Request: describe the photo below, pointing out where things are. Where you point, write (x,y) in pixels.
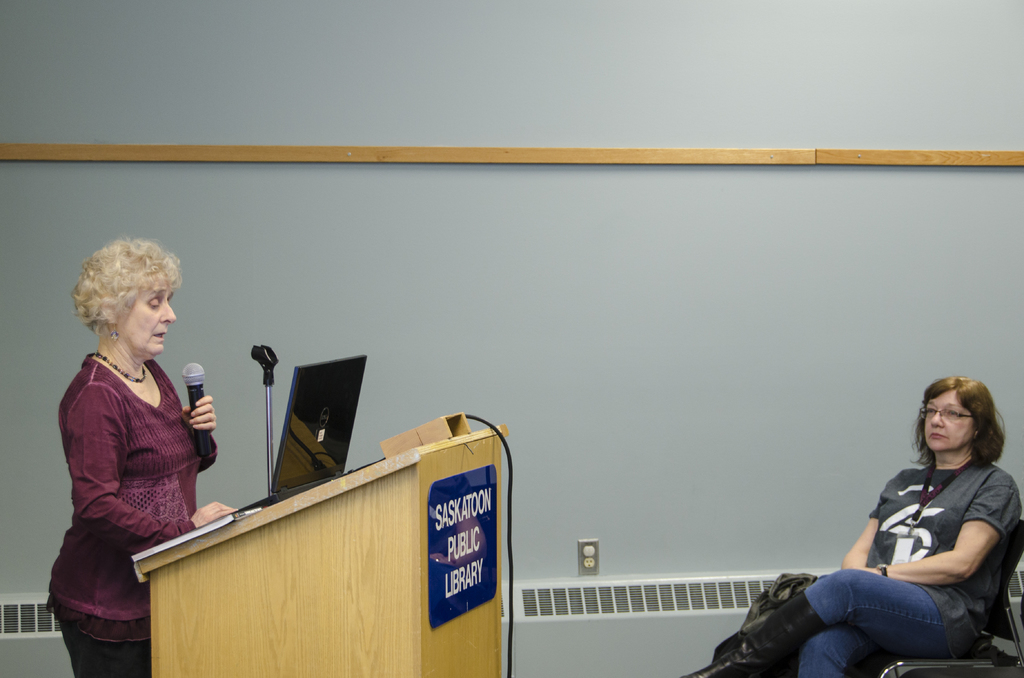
In this picture there are two ladies (127,308) one among them is sitting on the chair (1014,641) and the other lady (174,465) is standing in front of the desk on which there is a mic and a laptop (356,398).
